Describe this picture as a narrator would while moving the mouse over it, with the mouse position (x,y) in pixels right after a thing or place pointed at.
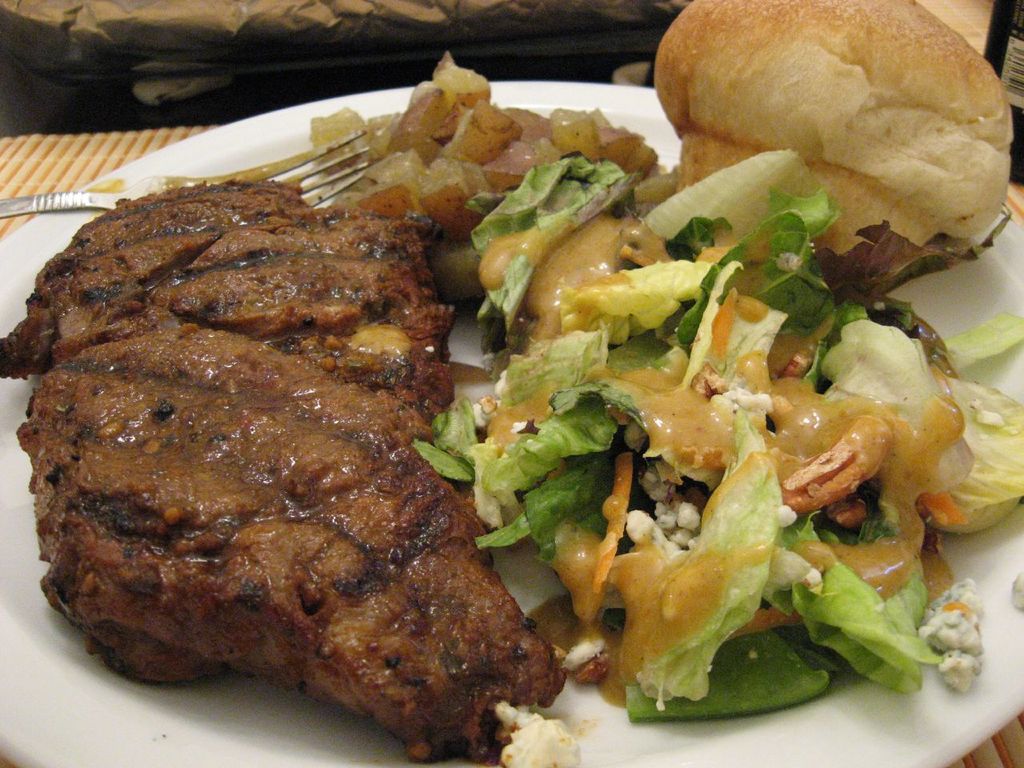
In this image I can see a white color plate (51,230), on the plate (4,566) I can see a fork (291,166) and food item (230,266).
